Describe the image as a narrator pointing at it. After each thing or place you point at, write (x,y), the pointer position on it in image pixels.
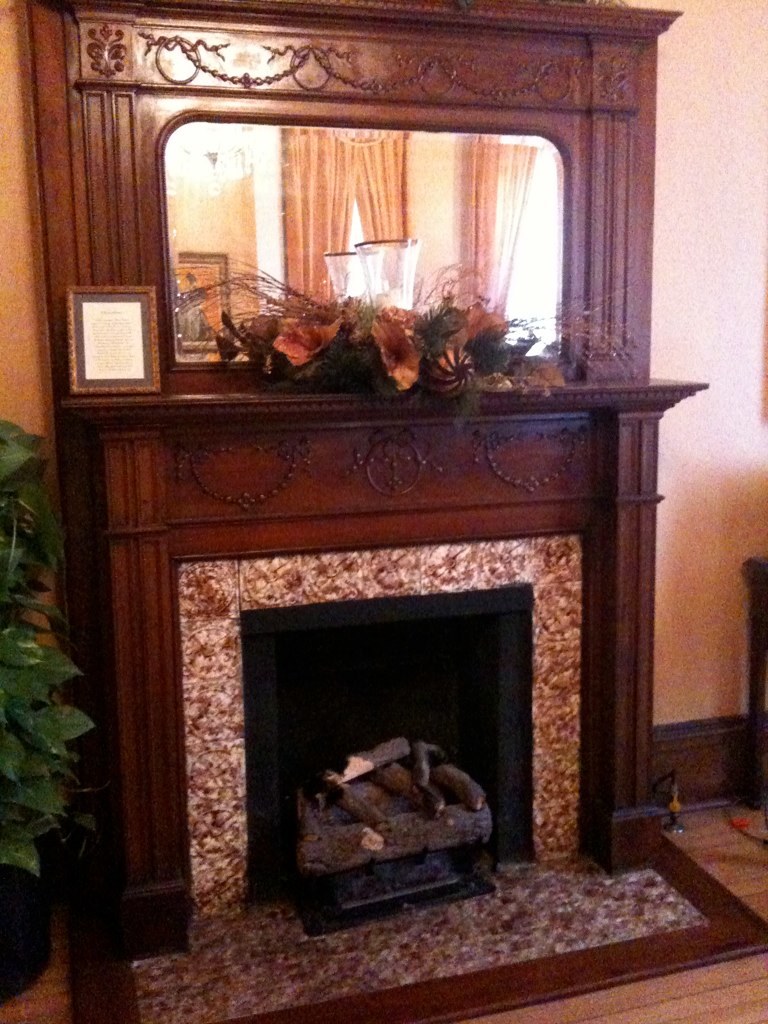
In this picture there are flowers (447,334) and there is a flower vase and there is a frame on the top of the fireplace (388,524) and there is a mirror (344,181) and there is reflection (477,201) of curtains (497,210), frame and lights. On the left side of the image (12,943) there is a plant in the pot (49,946). On the right side of the image (754,792) there is an object (764,576). At the back (657,520) there is wall (742,542). At the bottom (597,1018) there is a floor (532,1006).
